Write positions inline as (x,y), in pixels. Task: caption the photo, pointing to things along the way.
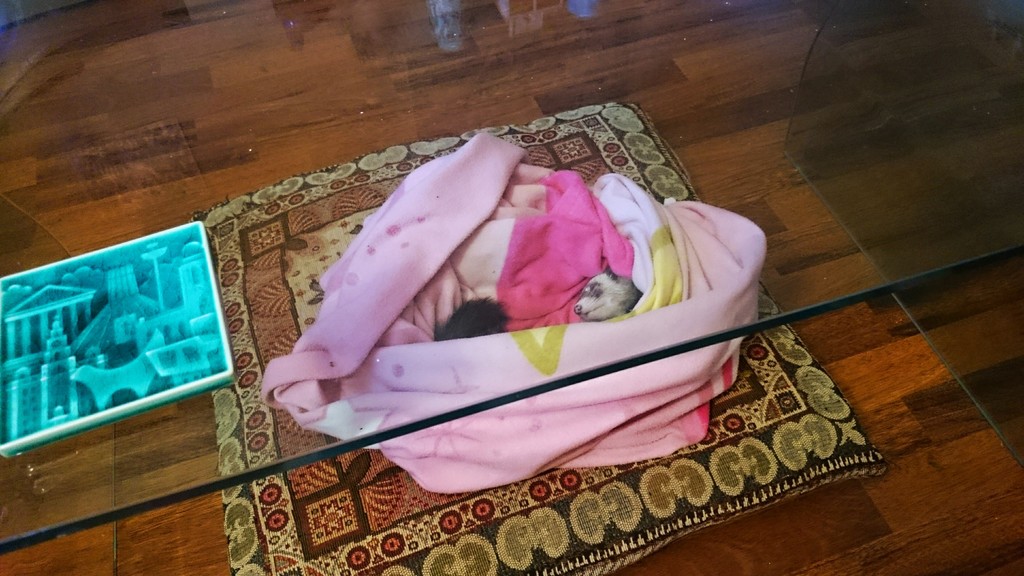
This picture shows a animal (607,301) in the cloth (514,323) on the carpet (260,284) and we see a glass (264,316) and a poster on the side.
